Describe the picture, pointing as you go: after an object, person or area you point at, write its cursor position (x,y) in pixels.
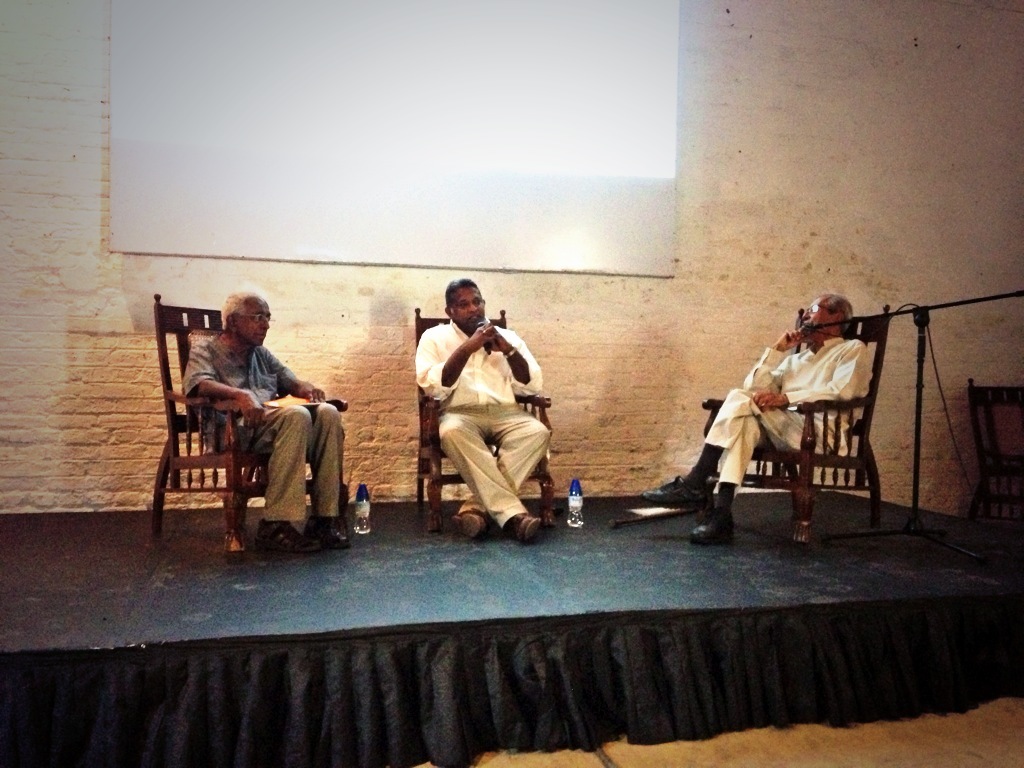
In this image i can see 3 persons (489,376) sitting on chairs (786,459), two of them are wearing white shirts (498,353) and white pant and the person (241,374) sitting on the left (266,362) is wearing a blue shirt (268,376) and black shoes (283,531). I can see few bottles (360,527), the wall (609,436), the board (590,161) and a chair (1002,460) and a microphone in front of a person (800,336).
